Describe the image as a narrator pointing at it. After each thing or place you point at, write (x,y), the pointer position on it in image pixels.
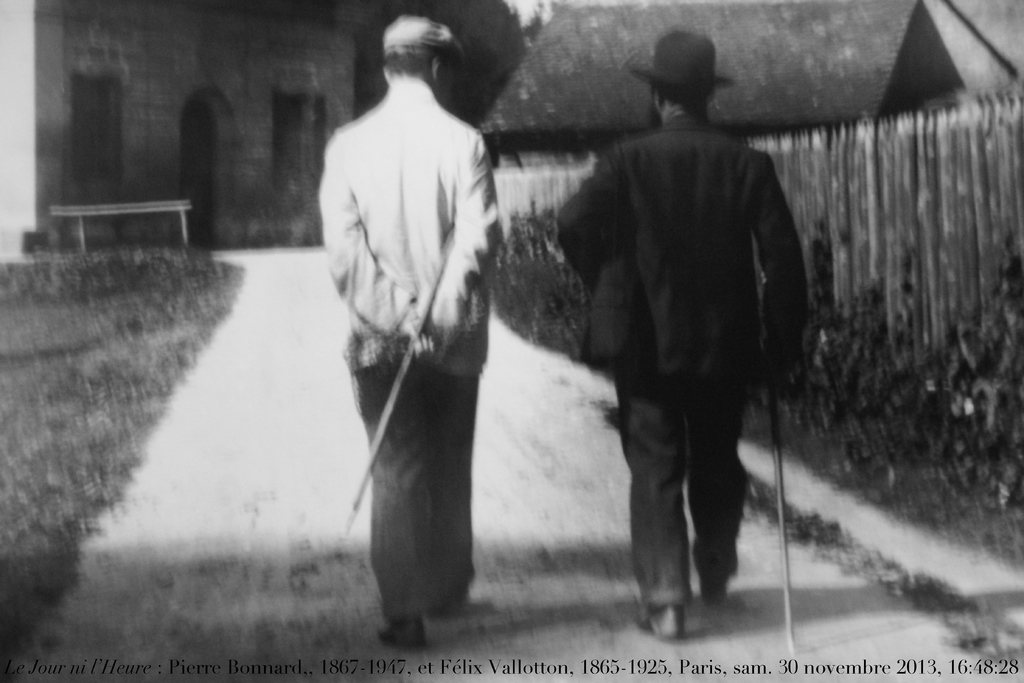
This is a black and white pic. There are two men (440,295) walking on the path (484,568) by holding a stick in their hands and there is a hat (424,22) on their head (430,67). In the background (181,42) we can see houses (197,88), table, grass (98,349), plants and a fence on the right side (955,267).
